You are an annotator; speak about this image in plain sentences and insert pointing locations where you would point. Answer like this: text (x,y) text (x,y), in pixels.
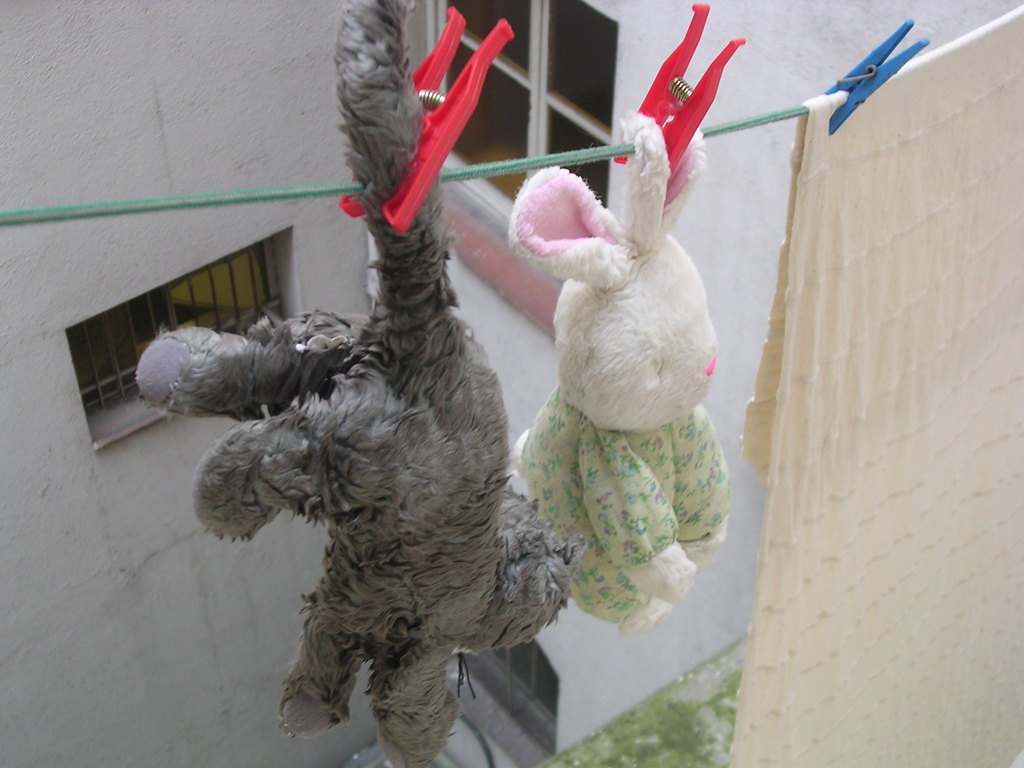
In this image we can see soft toys (464,534) and a cloth (855,373) hanging to the rope (546,161) with the help of clips (664,133). In the background (201,126) there is a building (653,52).
